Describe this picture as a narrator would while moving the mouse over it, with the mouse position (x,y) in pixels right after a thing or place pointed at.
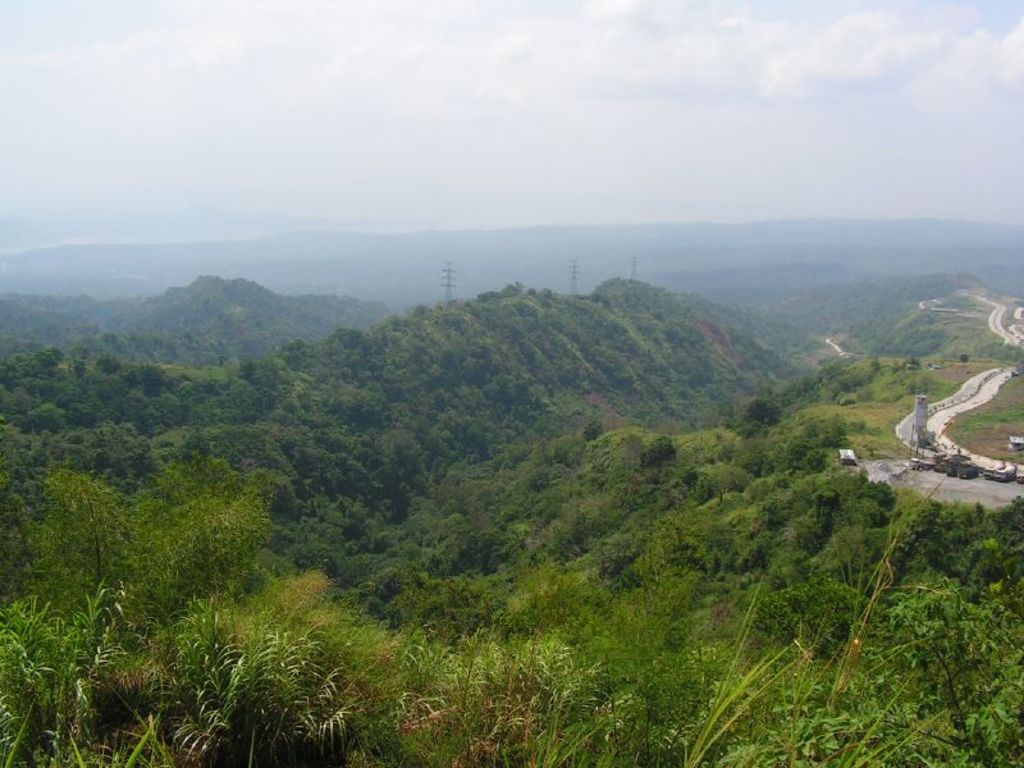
In this image I see the mountains (682,278) and I see number of trees (620,467) and plants (588,689) over here and I see the path (979,386). In the background (965,197) I see the sky (675,125).
